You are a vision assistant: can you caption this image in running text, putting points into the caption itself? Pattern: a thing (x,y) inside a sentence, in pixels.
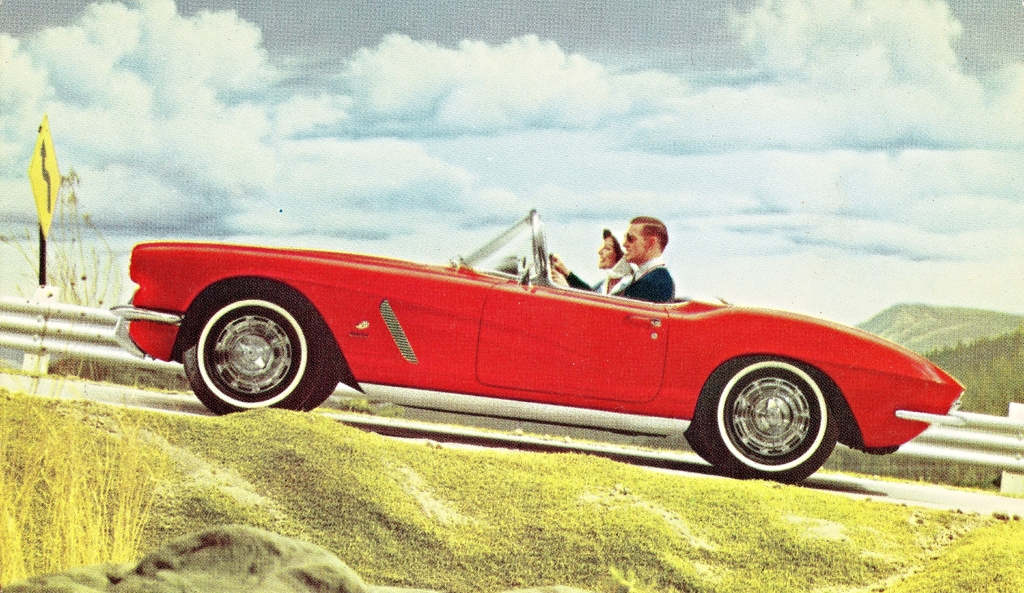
In the image there is a man (627,253) and woman (622,284) sitting inside a car (567,378) going on the road (89,387), in the front (372,519) there is grass (348,536) and dry on the left side (70,526), in the back (919,321) there is a hill (931,350) on the right side (1018,361) and above its sky (517,139) with clouds (299,128), there is a caution board (45,158) beside the road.
